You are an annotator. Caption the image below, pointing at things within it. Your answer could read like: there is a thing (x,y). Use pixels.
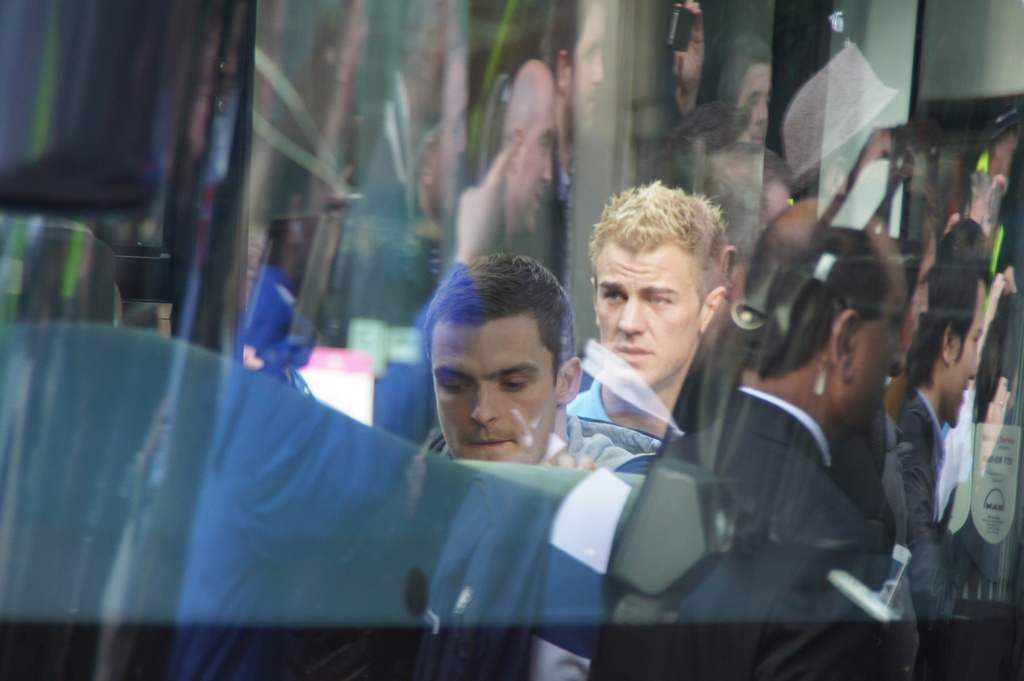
In this picture, we see many people (734,393) are standing. In the right top (908,14), we see a white wall (902,80). On the left side (202,116), we see some objects (154,61) and this picture is blurred. In front of the picture, it looks like a glass (747,413).
